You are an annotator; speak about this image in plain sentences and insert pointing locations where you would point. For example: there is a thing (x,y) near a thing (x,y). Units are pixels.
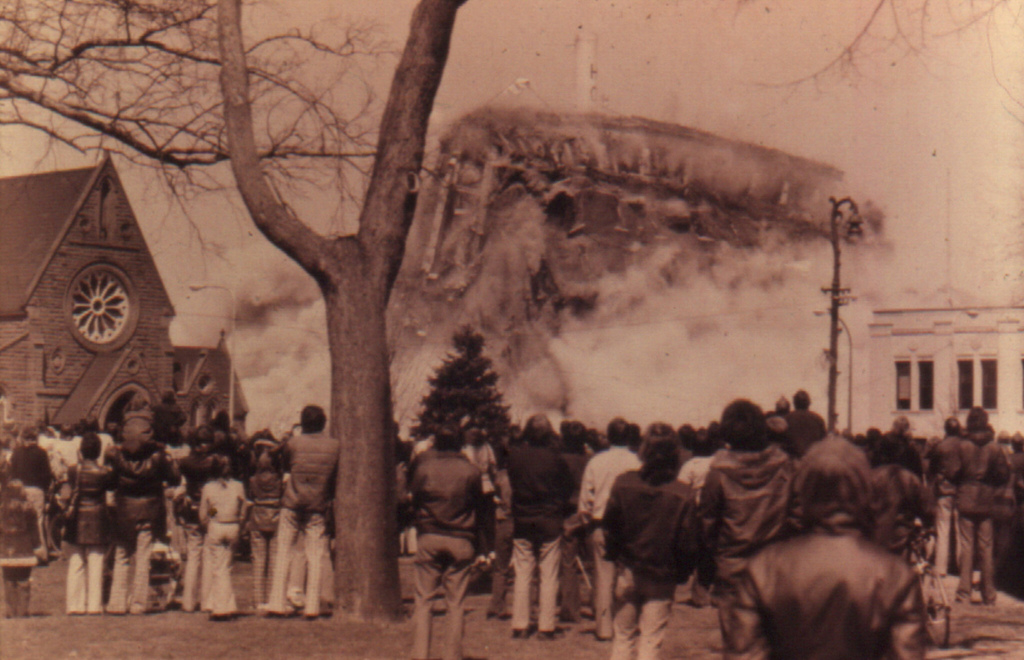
In this image in the center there are some persons (512,517) who are standing, and in the background (649,286) there is a building (552,291) and some fog (488,329) and on the right side (942,370) there is another building (924,421). In the foreground (374,374) there are some trees (300,248), and at the bottom (282,640) there is a walkway (154,644).
